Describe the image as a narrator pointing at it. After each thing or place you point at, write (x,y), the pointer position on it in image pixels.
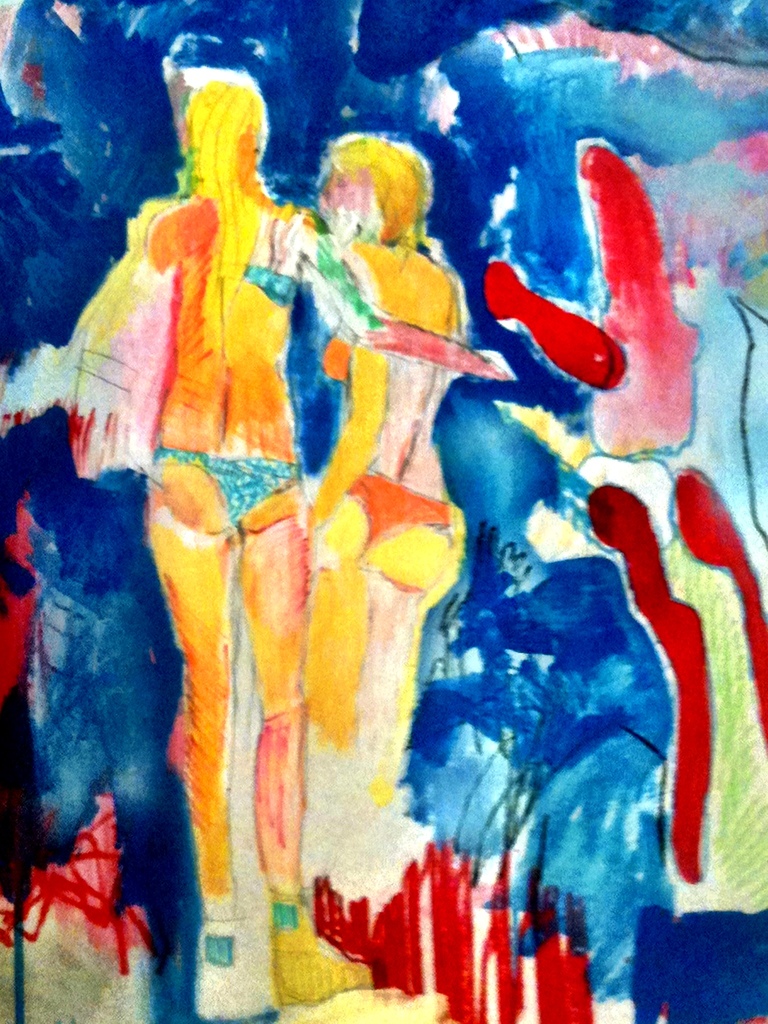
In the image there is a sketch painting (595,433) of two women (256,490) in bikini (238,487).
